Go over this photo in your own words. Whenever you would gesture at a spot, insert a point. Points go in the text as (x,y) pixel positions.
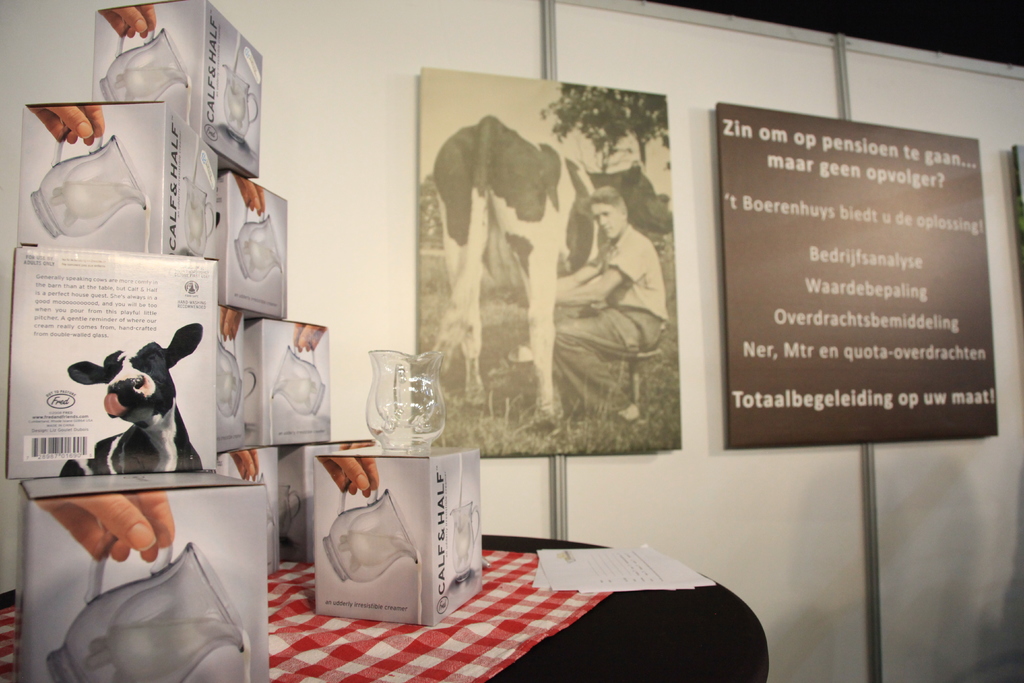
In this image we can see a black surface (614,652). On that there is a cloth (523,630) and papers (594,580). Also there are boxes (336,525). On the box (368,458) there is a jar (394,398). In the back (424,58) there is a wall (623,46) with boards (910,336). On one board (842,273) something is written. On another board (603,261) we can see a person (603,261) milking a cow (519,237).
